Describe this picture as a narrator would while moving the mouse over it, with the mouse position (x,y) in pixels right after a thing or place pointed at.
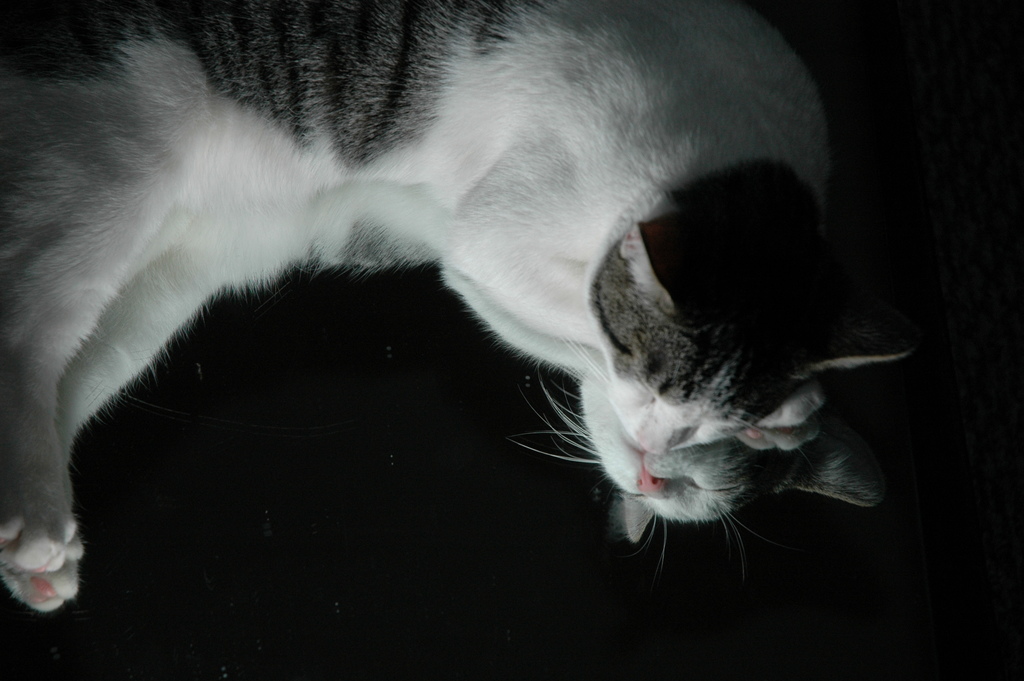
In the image we can see there is a cat (507,278) lying on the floor (452,428) and sleeping.
